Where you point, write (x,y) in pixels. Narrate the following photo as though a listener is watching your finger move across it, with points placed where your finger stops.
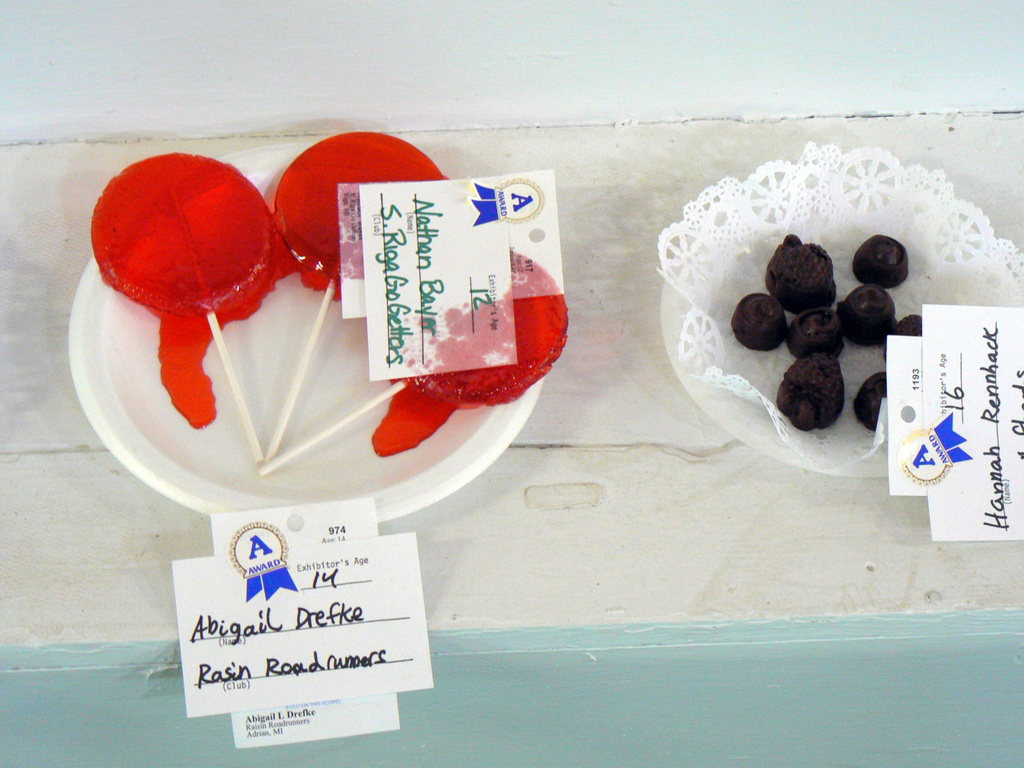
In this picture we can see candies (199,315) and papers (242,524) in the plate (254,383). On the right side of the image (732,335), there is food (771,290), a cloth (802,230) and a paper (917,394) in the plate (729,408). At the top of the image (406,69), it looks like a wall (598,60).
